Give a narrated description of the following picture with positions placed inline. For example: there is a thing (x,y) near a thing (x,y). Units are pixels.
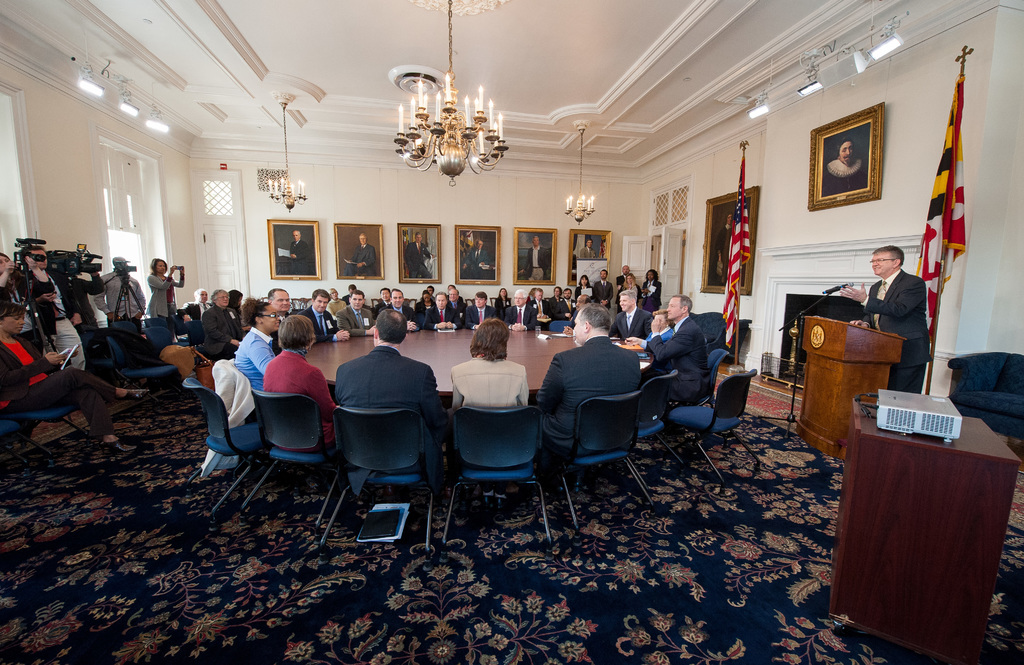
In this picture we can see a group of people (392,327) where some are sitting on chairs (564,472) and some are standing and holding cameras (116,267) with their hands (171,266) and a man (889,305) standing at the podium (836,373), mic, flags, chandeliers (494,138), tables (989,486), sofa (966,360), frames (749,226) on the walls (465,214), and some objects (771,363).
